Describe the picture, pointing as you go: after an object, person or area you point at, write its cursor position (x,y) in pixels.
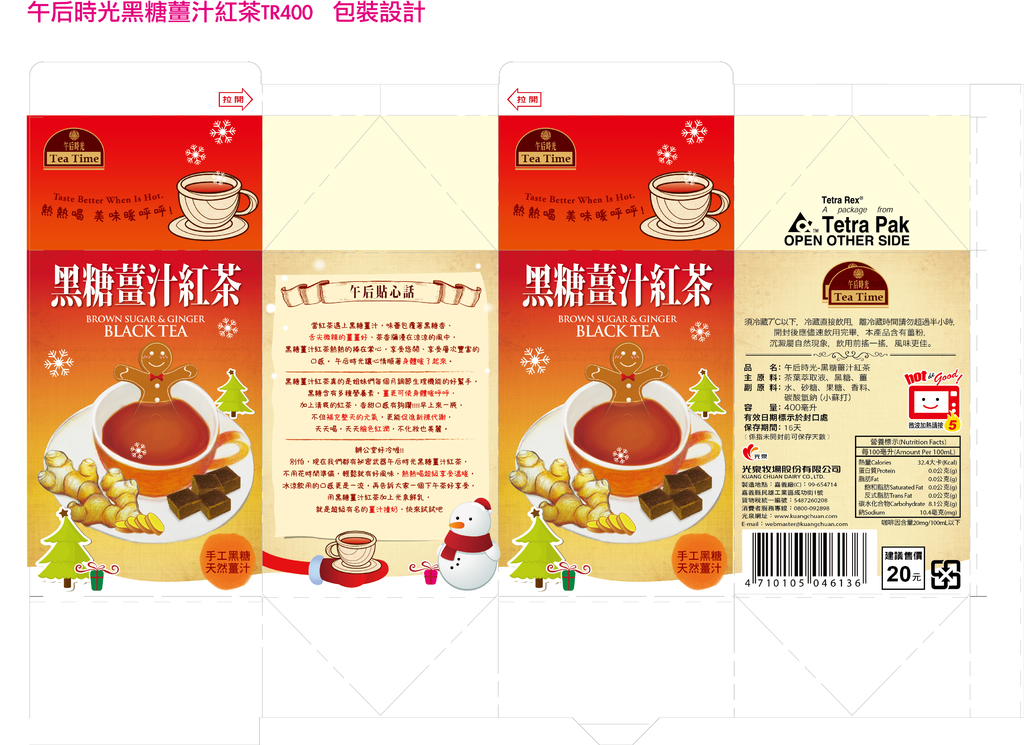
In this picture I can see the depiction of posters (415,202) on which there is something written and I see few cups (618,424) and on the top of this image (44,12) I see the watermark (378,13).
